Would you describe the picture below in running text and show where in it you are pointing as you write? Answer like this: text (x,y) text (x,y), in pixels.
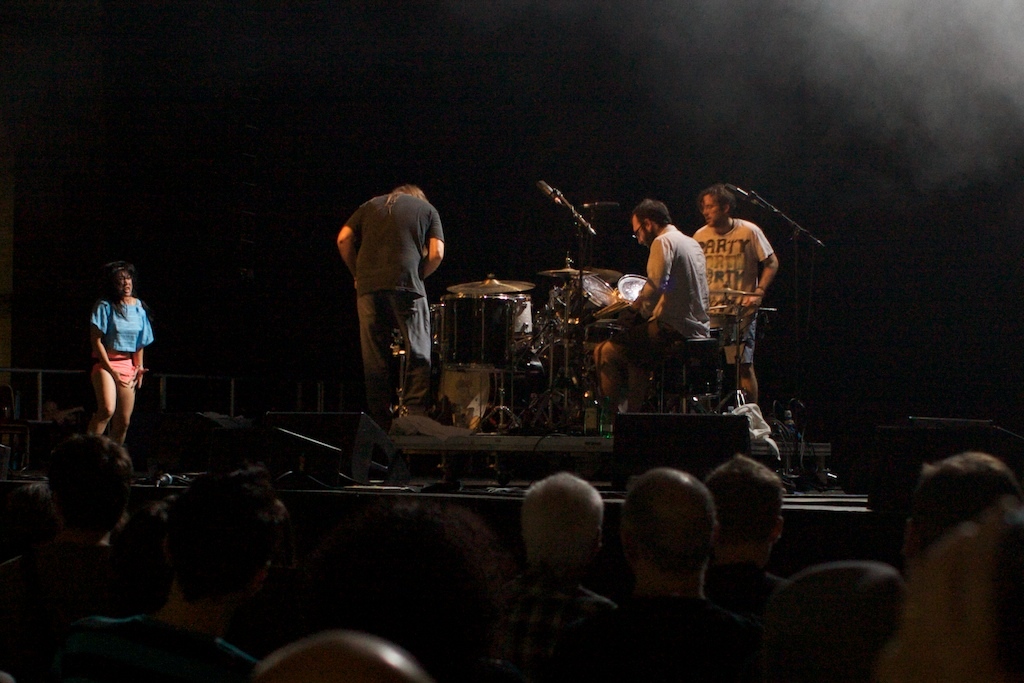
In this here we can see 3 people (641,368) who are having drums (565,349) ahead of them and this center person (664,320) who is sitting on chair (686,345) looks like playing drums (455,372) and at the left (132,376) we have lady (102,396) who is standing and here we have so many people (558,619) may be audience (508,585) and it is looking like stage (440,485) and it may be musical concert.
